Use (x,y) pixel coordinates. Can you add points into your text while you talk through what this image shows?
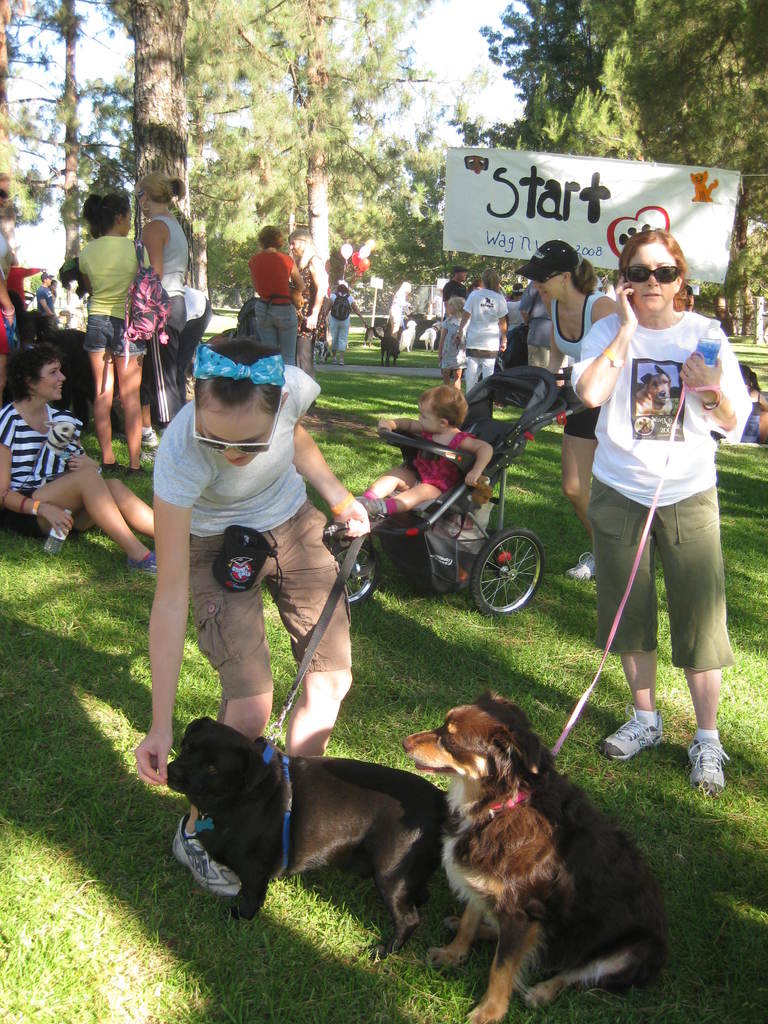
In the image in the center (293,388) we can see two persons (631,471) were standing and holding belts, which are tied to the dogs (381,808). And we can see one woman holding stroller (488,432). On stroller (430,510), we can see one baby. And we can see few people (515,288) were standing. In the background (334,57) we can see the sky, clouds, trees (407,220), grass (378,405), few people (510,298) were standing and few other objects (525,235).
